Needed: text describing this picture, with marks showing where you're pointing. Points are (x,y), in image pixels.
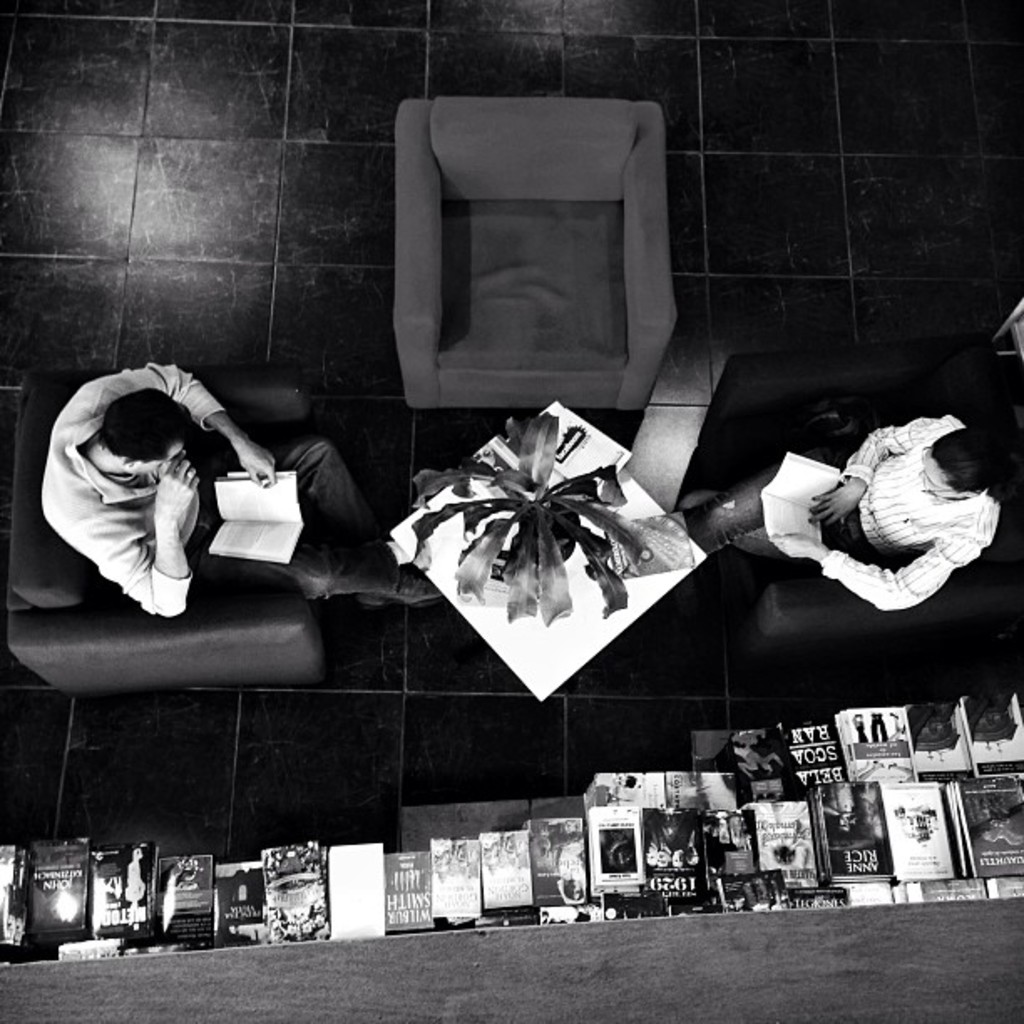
This black and white picture is clicked from a top view. There are two people (847,539) sitting on couch (302,655) and holding books (270,513) in their hand (837,505). There is a table (560,624) in the center of the image (549,636) and on it there is a house plant (549,541) and books (587,457). To below of the image there is a rack (569,959) and many books (513,912) are placed on it.
